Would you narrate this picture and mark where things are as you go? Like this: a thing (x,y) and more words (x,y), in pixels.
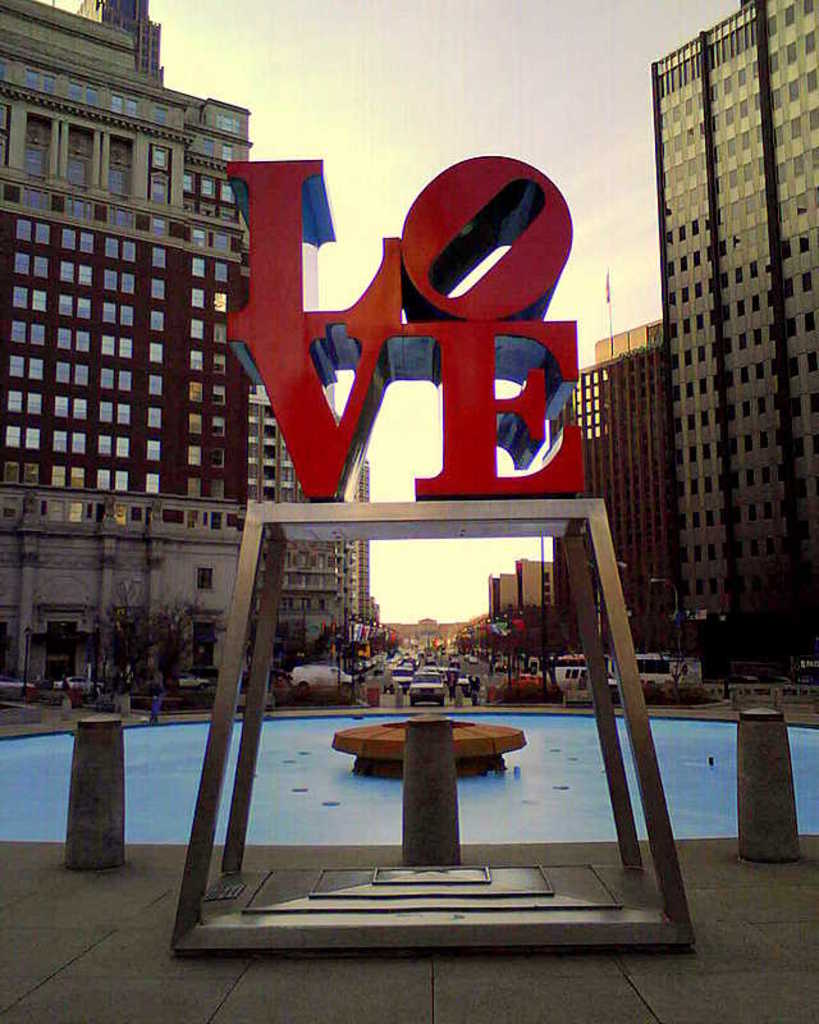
There are letters (514,431) on a stand (259,521) in the center of the image (526,577) and there are buildings (540,597), vehicles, plants (660,699), water (290,735), flag (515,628) and sky (402,603) in the background area (501,622).
